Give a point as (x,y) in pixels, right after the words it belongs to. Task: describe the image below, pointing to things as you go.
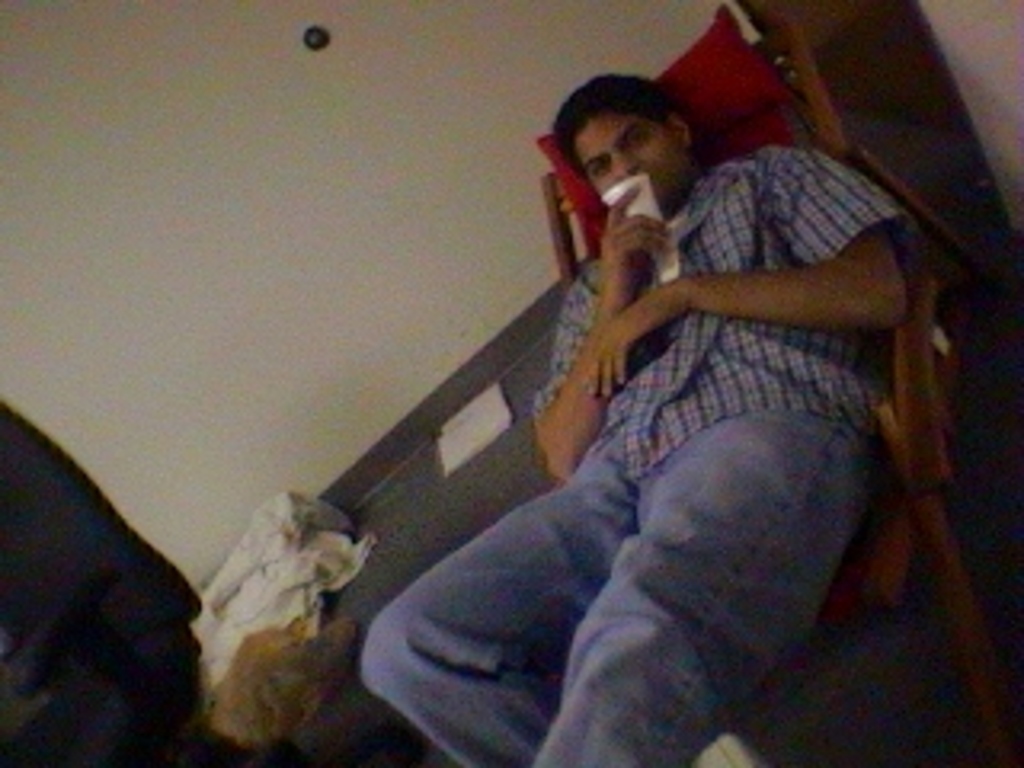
In this image, we can see a person (737,263) sitting on a chair (917,528) and holding a cup (642,202) with his hand (633,236). There is a dog (246,689) and cloth (265,565) in the bottom left of the image (301,578). There is a wall (303,71) at the top of the image (384,68).
